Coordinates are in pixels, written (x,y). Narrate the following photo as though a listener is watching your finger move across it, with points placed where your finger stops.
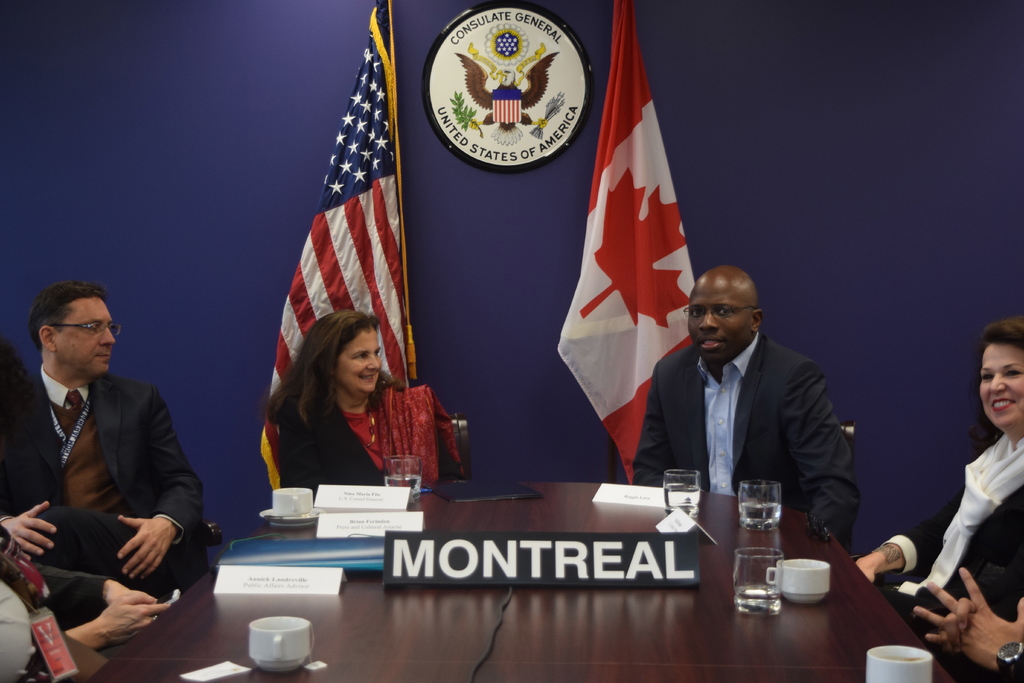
There are group of people (415,440) sitting in chairs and there is a table (575,509) in front of them and the table (569,593) consists of cup (300,509), glass (396,480) and there are two flags (343,245) in the background (634,247) which are attached to the blue wall (733,145).
